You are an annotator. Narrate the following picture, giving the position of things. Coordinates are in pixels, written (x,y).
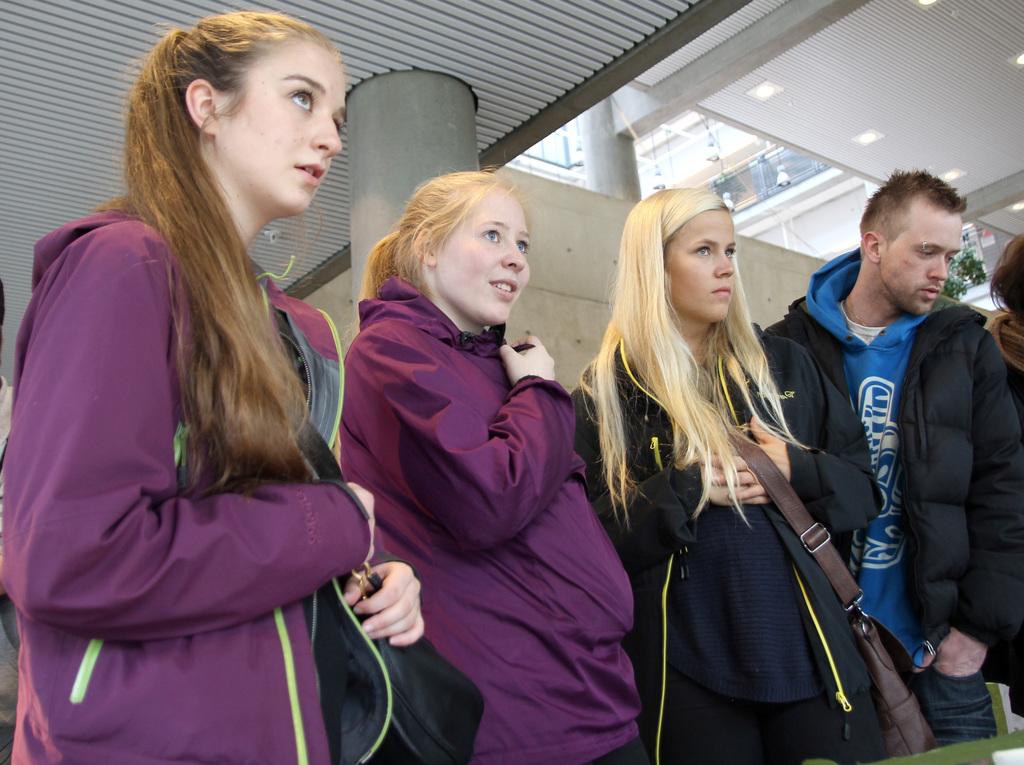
In this image there is a group of people (549,458) standing, behind them there is a wall (542,257) and a pillar (390,206), at the top of the image (480,57) there is a rooftop (727,80) with lamps (765,99) on it, in the background of the image (730,193) we can see glass fence corridors (766,193), in front of the people (862,665) there is a table (972,749).
